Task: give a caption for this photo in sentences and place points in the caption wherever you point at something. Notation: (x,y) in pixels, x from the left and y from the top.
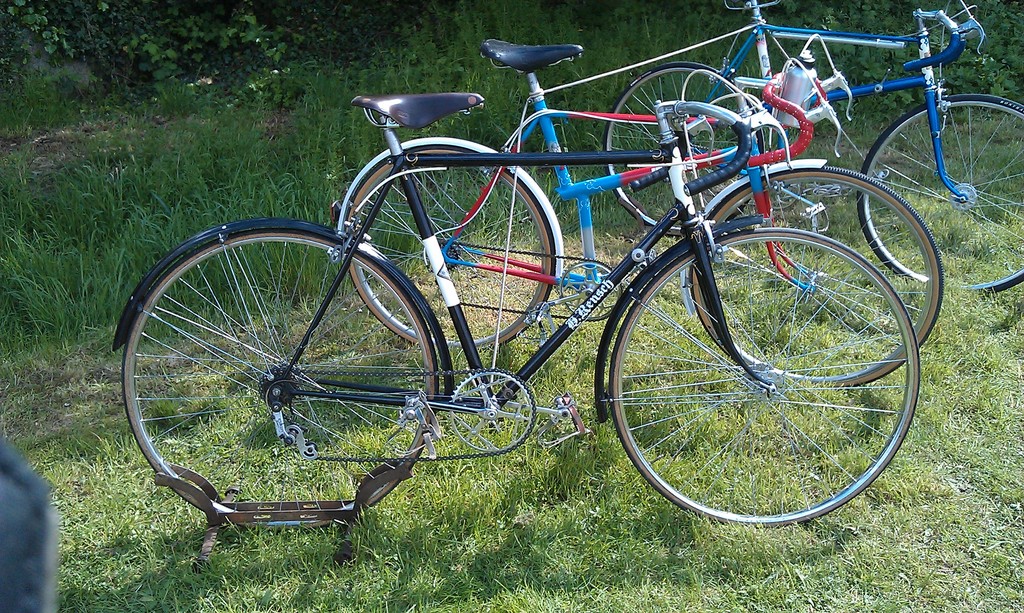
In this picture there are bicycles (547,56) in the center of the image (547,397), on the grassland (100,324) and there are plants (295,41) at the top side of the image (451,41).
